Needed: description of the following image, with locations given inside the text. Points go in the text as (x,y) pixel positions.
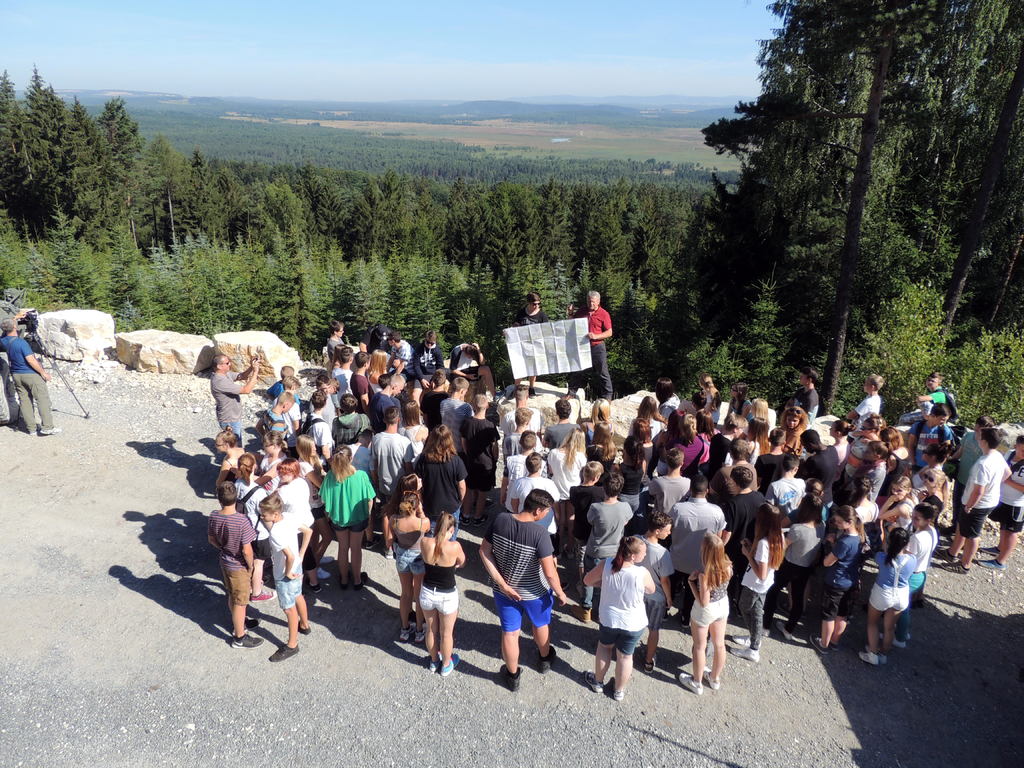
There are group of people (432,540) standing. These are the trees (211,301). I think this is the forest (345,228). These are the rocks (178,356). This looks like a video recorder (34,328) with a tripod stand (39,346). I can see two people (602,319) holding a banner (540,325) and standing.
